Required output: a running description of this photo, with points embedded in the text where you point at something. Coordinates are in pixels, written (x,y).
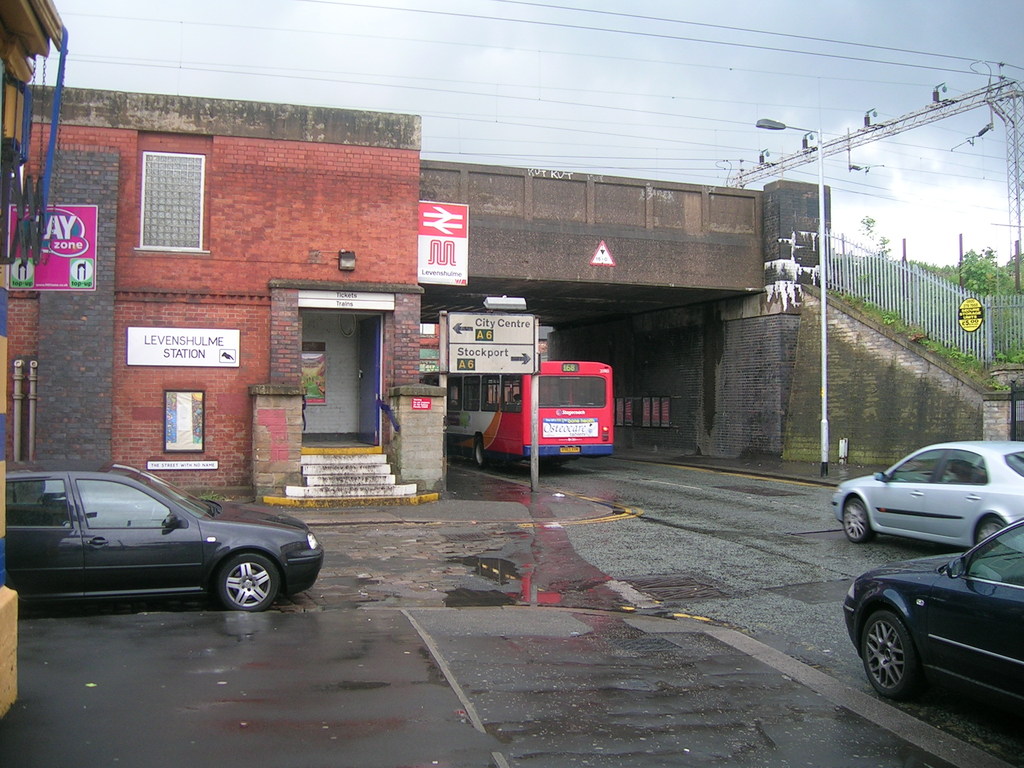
In this image there is a road (621,556), a black car (138,544) on the left of the image, a car (918,485) towards the right side of the image (925,471), a street light (762,120), there is a pole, there is a sign board (490,340), there is a bus (518,416), there is a staircase (346,471), there is a sky (600,65), there are wires (406,87), there are plants (975,269).
